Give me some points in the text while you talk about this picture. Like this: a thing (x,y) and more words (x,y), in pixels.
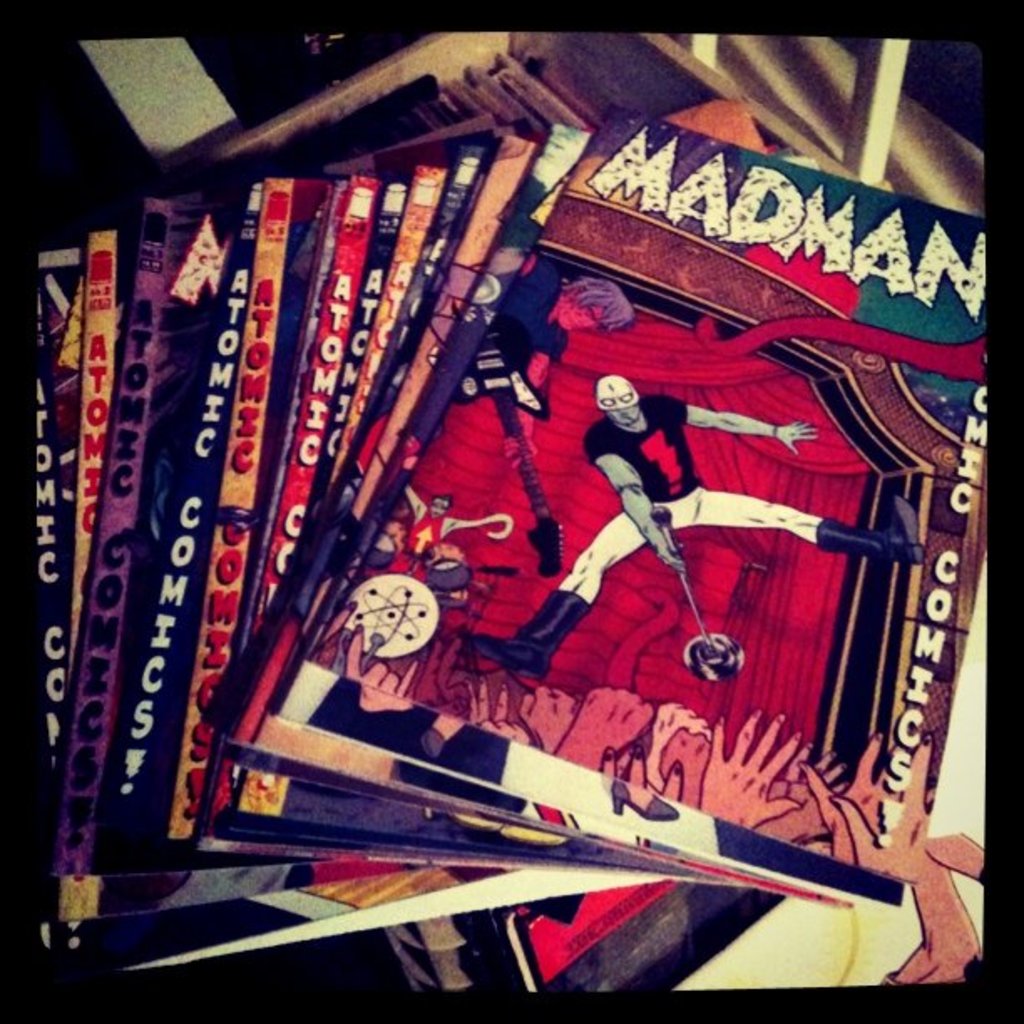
In this picture we can see some books (239,477), there is some text (335,430) on these books (312,317), we can see cartoon images (656,522) of persons (621,379) on these books (707,403).
